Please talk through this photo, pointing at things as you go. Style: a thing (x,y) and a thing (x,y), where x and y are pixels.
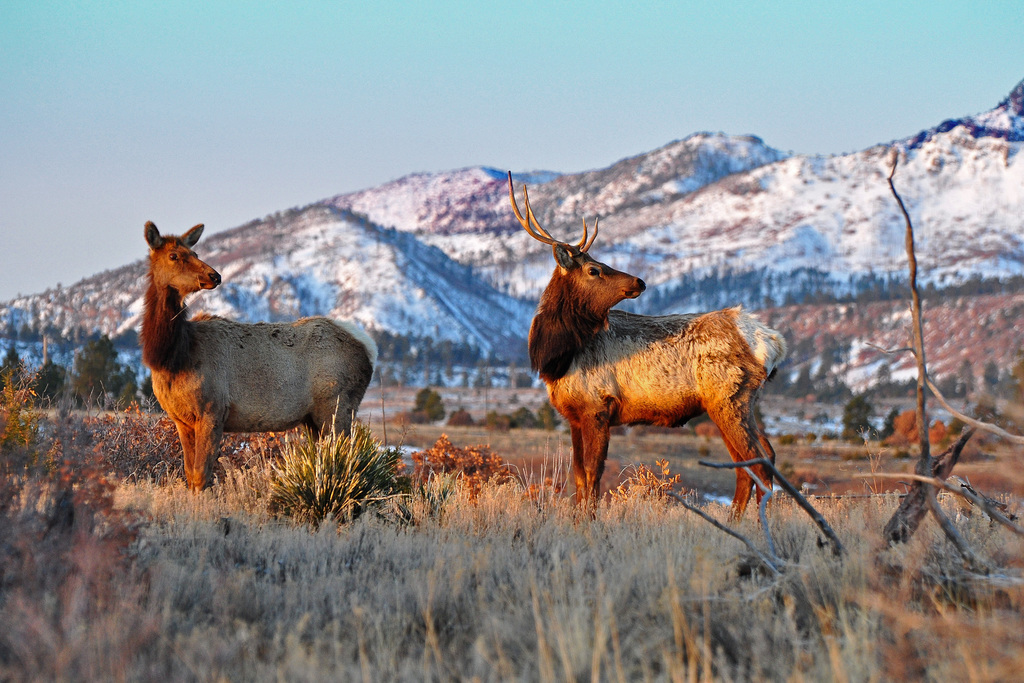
In this image we can see the two animals (662,372) on the grass (366,471). In the background (697,302) we can see the mountains (640,187). Sky (484,30) is also visible.
